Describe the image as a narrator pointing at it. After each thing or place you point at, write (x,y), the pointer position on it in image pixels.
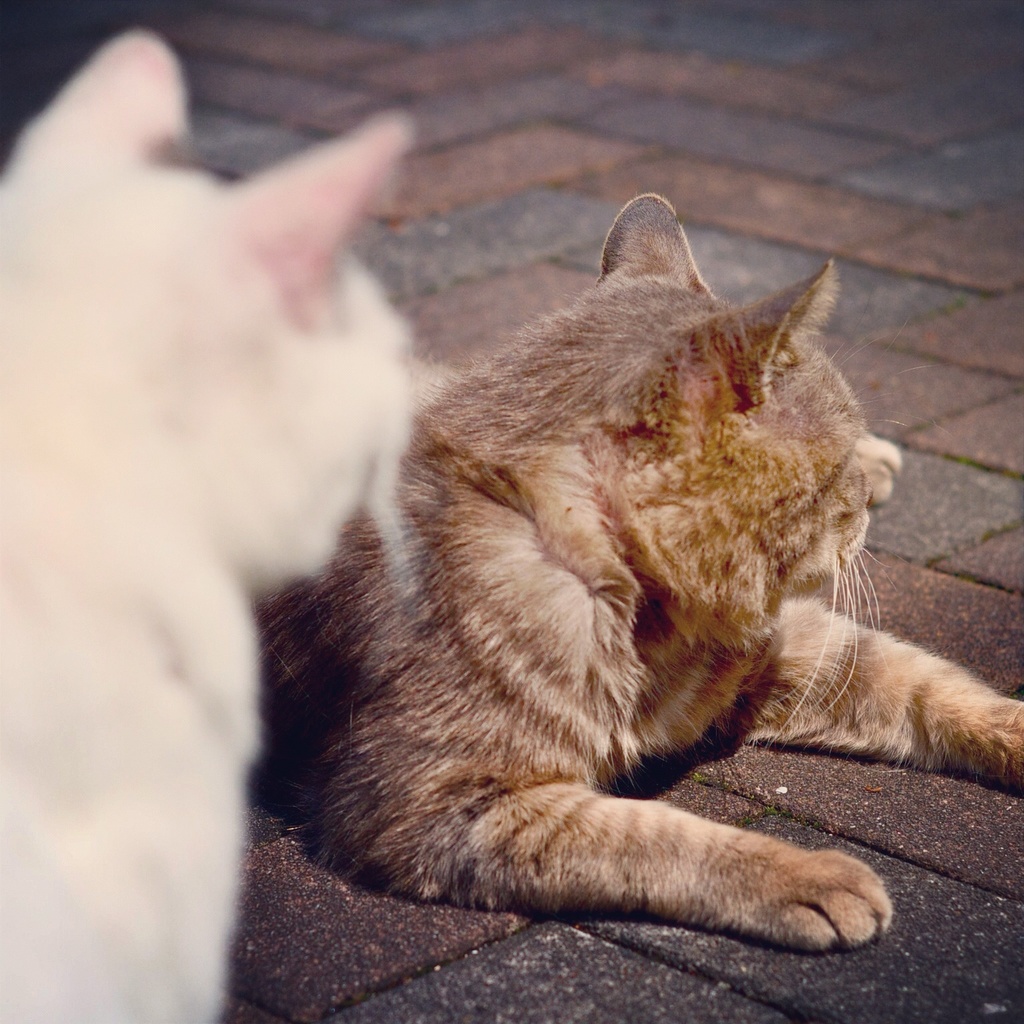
In this picture there are two cats (443,765) on the surface (902,919).
